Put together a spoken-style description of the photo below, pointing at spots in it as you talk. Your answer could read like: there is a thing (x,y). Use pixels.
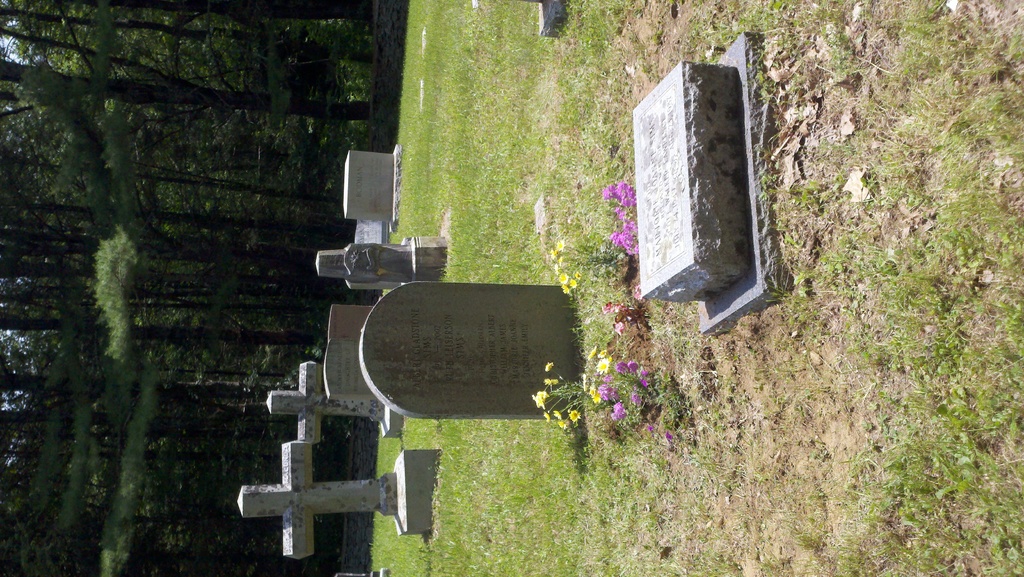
In the picture we can see a graveyard (698,555) with a grass surface (391,540) and some grave stones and some plant saplings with some flowers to it which are yellow and pink in color and in the background (34,494) we can see trees (14,494).
